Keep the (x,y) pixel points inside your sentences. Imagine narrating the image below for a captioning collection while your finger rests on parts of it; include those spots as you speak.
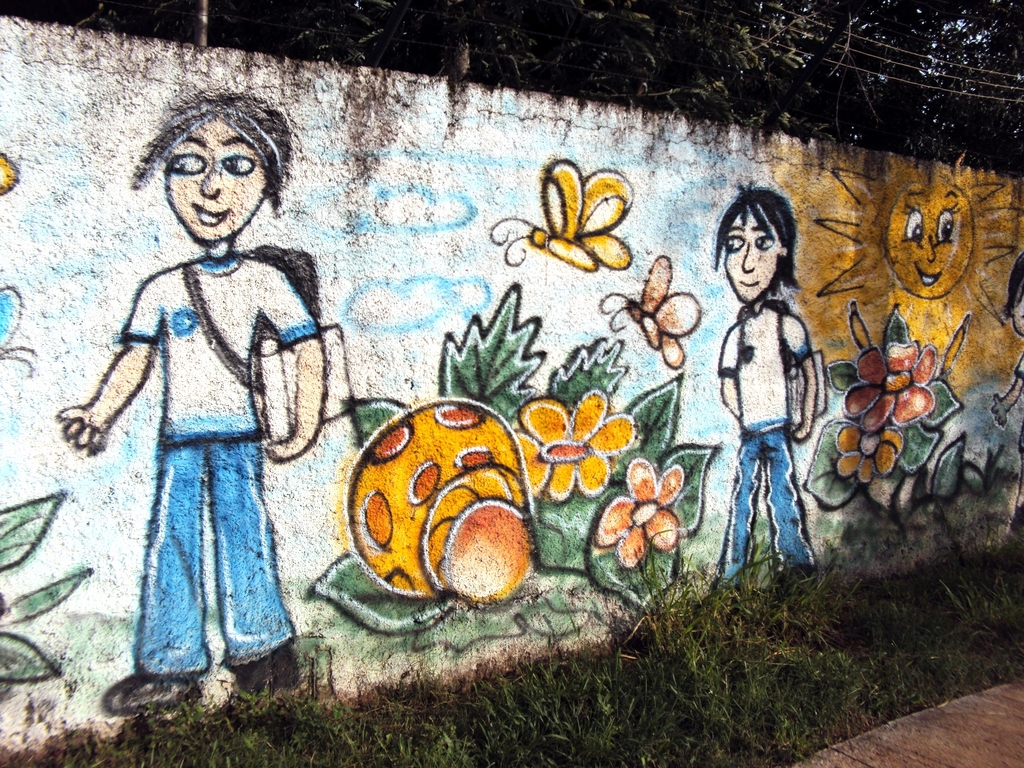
In this image we can see many trees (741,53). There is a pole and few electrical cables (872,42) in the image. There is a painting (441,444) on the wall (596,419). There is a grassy land (671,641) in the image.
